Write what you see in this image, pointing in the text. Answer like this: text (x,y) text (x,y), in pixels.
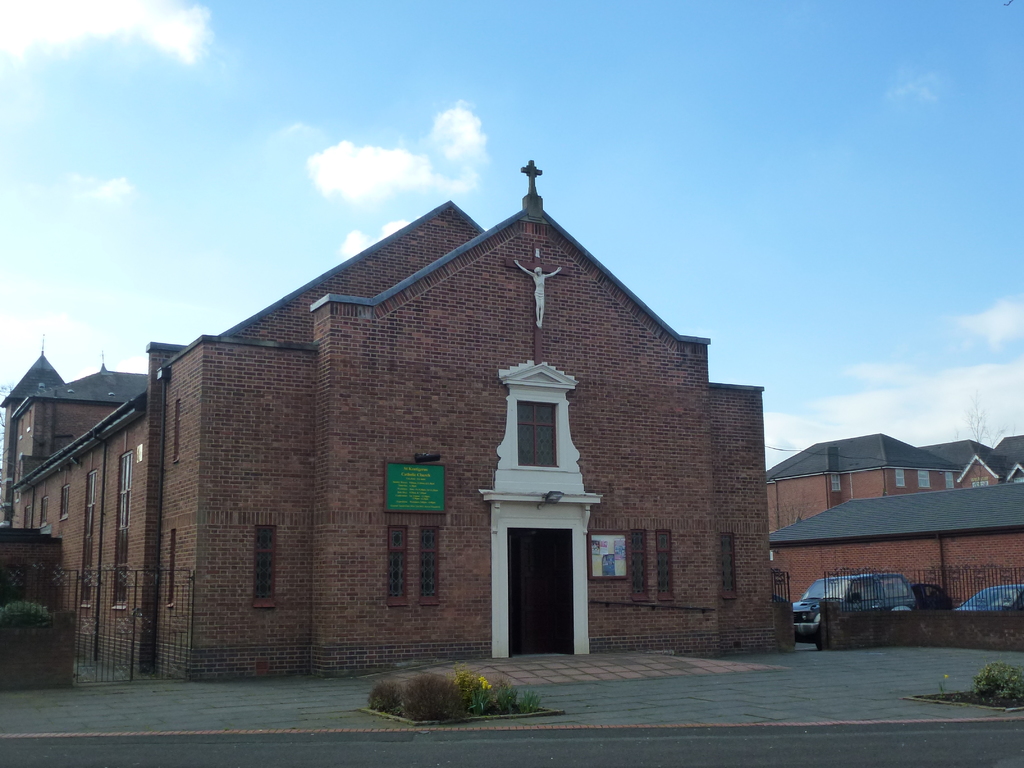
In this picture I can see the path (571,662) in front (446,684) on which there are few plants (445,703) and in the middle of this picture (401,419) I can see number of buildings (452,412), few cars (989,594) and I can see the railings (62,607). On the left bottom of this picture (18,603) I can see few more plants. In the background (254,273) I can see the sky (832,257) with clouds (960,402).
